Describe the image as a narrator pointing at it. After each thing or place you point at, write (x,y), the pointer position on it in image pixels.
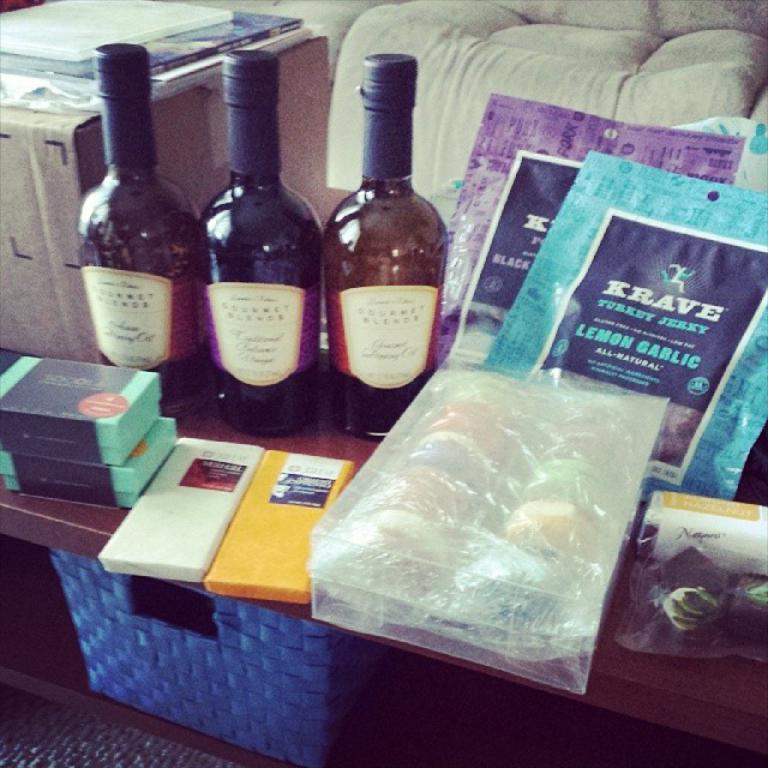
In the image there are few wine bottles (241,272) on the table (300,439), beside them there are some food items (492,380) wrapped in covers (585,481).
